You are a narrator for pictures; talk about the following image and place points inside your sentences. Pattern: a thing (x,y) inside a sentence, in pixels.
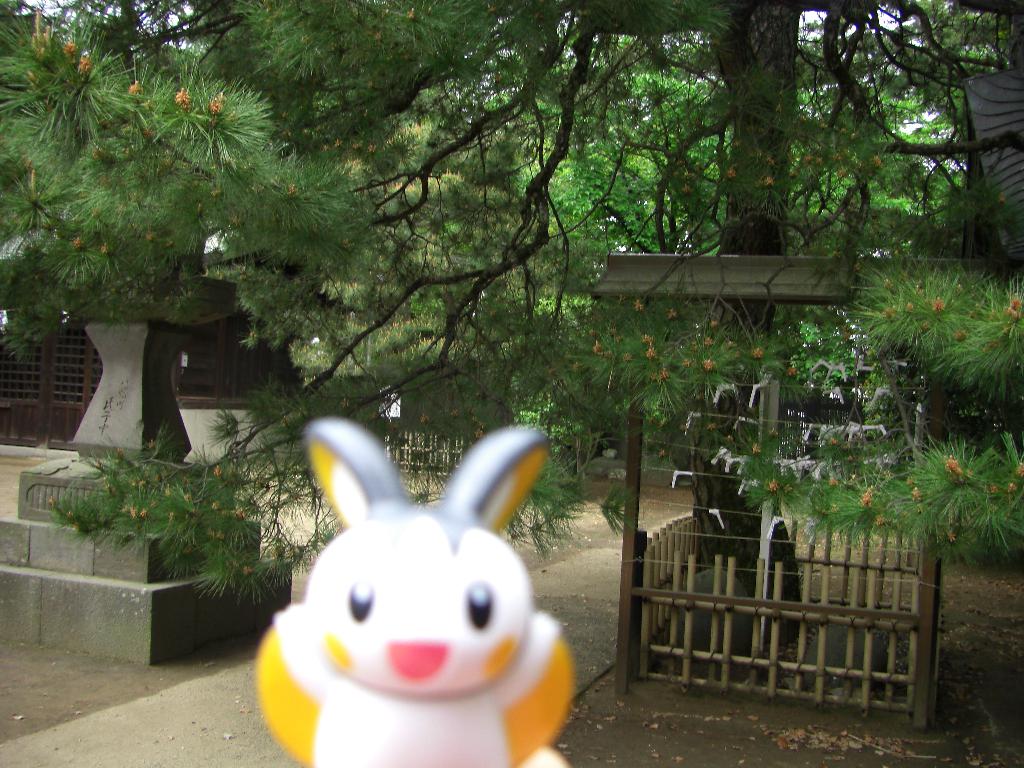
In the center of the image (501,506) there is a toy (329,640). In the background (127,412) we can see statues (127,362), trees (487,360), narrow lane (602,569), fencing (447,448) and house (228,356).
